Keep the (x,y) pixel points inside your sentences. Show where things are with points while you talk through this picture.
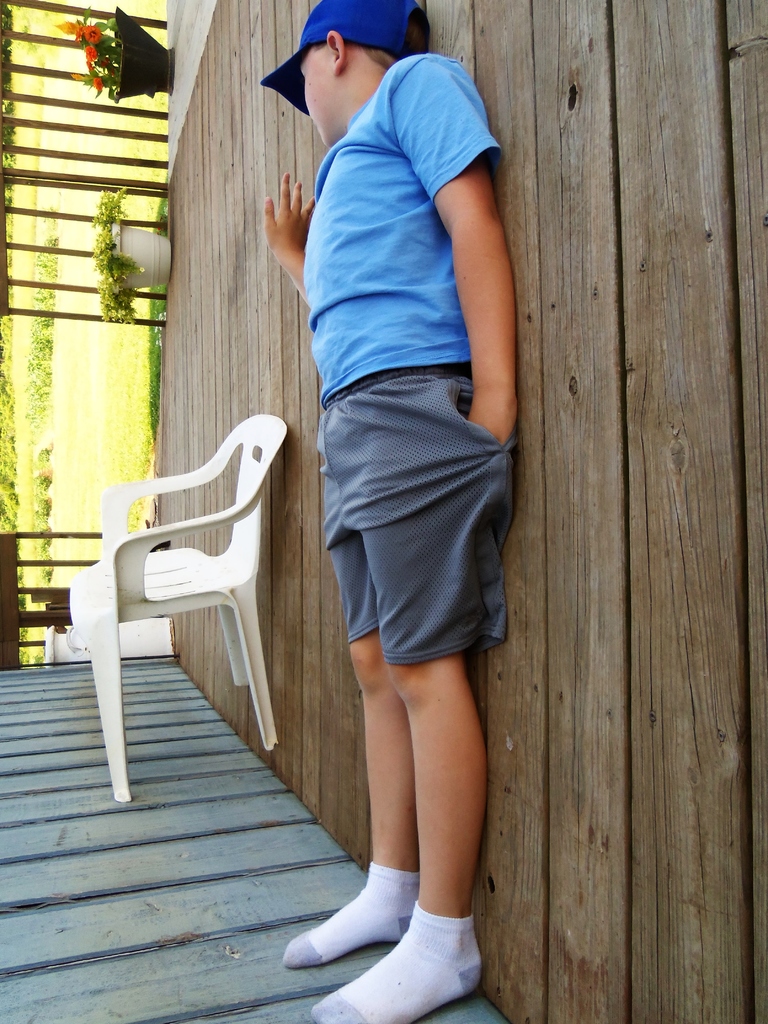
In this picture we have a boy (433,286) in blue shirt (422,222) and ash short (394,556) Lying and there is a chair (132,571) and two plants (108,238).
